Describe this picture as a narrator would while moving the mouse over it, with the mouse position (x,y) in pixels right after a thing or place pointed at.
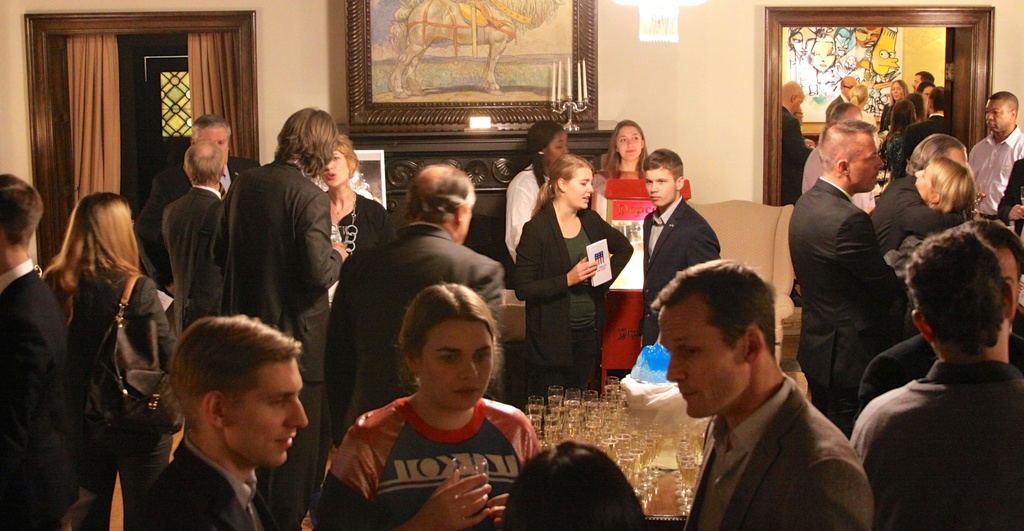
In this image we can see people (308,317) standing on the floor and there is a table (627,438). On the table (659,465) there are glass tumblers (641,444) with beverage (617,428) in them. In the background (97,78) we can see curtains (108,90) to the doors (155,62), wall hangings (510,48) attached to the walls (610,68), candles (555,92) on the candle holders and mantelpiece (521,152).
